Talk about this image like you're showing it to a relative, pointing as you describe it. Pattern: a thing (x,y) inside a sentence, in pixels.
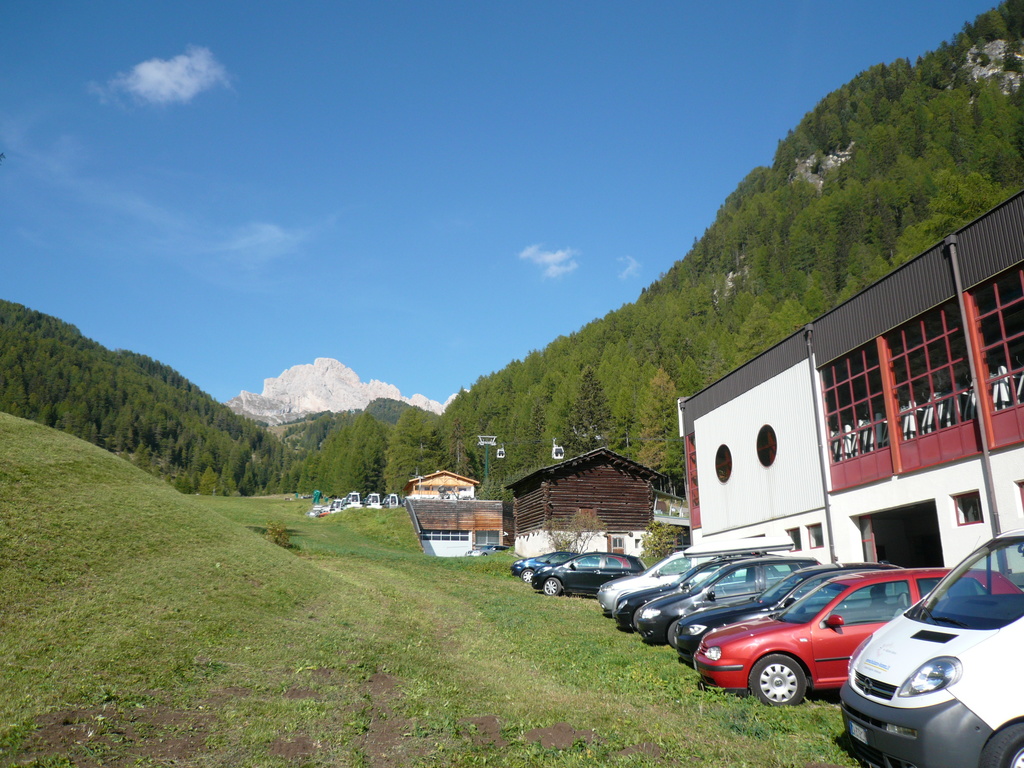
Here in this picture we can see number of cars (700,586) present on the ground (478,606), which is fully covered with grass (426,603) over there and we can also see houses (909,437) present over there and we can see trees (543,417) surrounded all around that over there and we can see clouds (188,51) in the sky (579,213) and in the far we can see mountains (310,388) present.
